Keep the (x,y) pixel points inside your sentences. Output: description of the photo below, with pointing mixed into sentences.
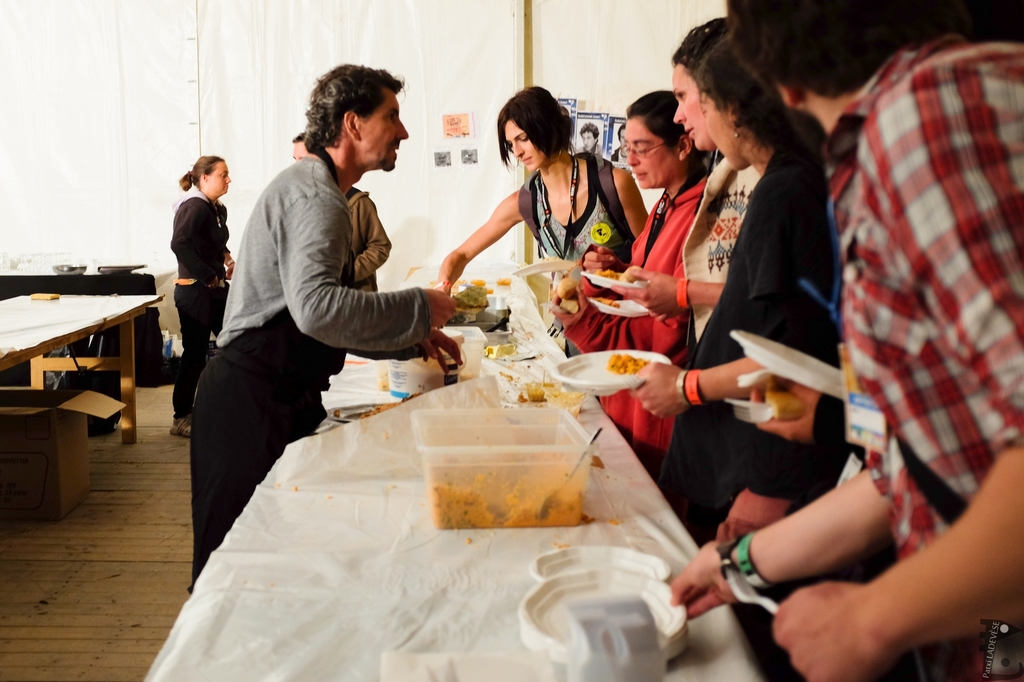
This picture describes about group of people (675,222) they are all standing in front of the table (439,542), we can find some food items (444,512) on the table (412,500).
